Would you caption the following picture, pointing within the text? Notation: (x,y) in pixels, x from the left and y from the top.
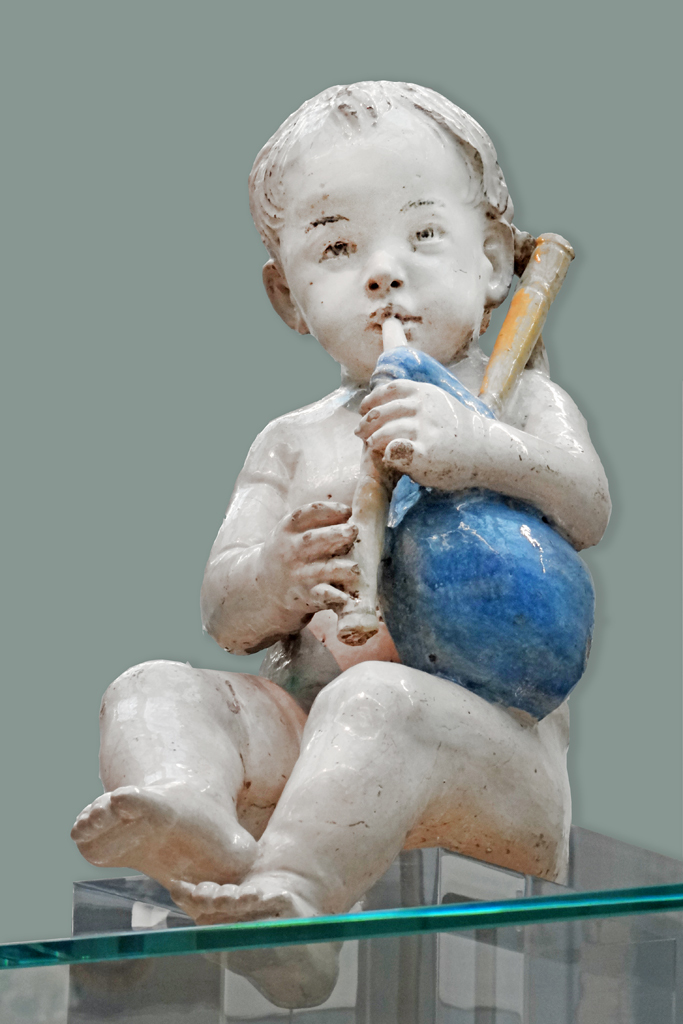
In this image there is a statue (296,794) of a kid (363,166). At the bottom of the image (178,962) there is a glass (514,958).
